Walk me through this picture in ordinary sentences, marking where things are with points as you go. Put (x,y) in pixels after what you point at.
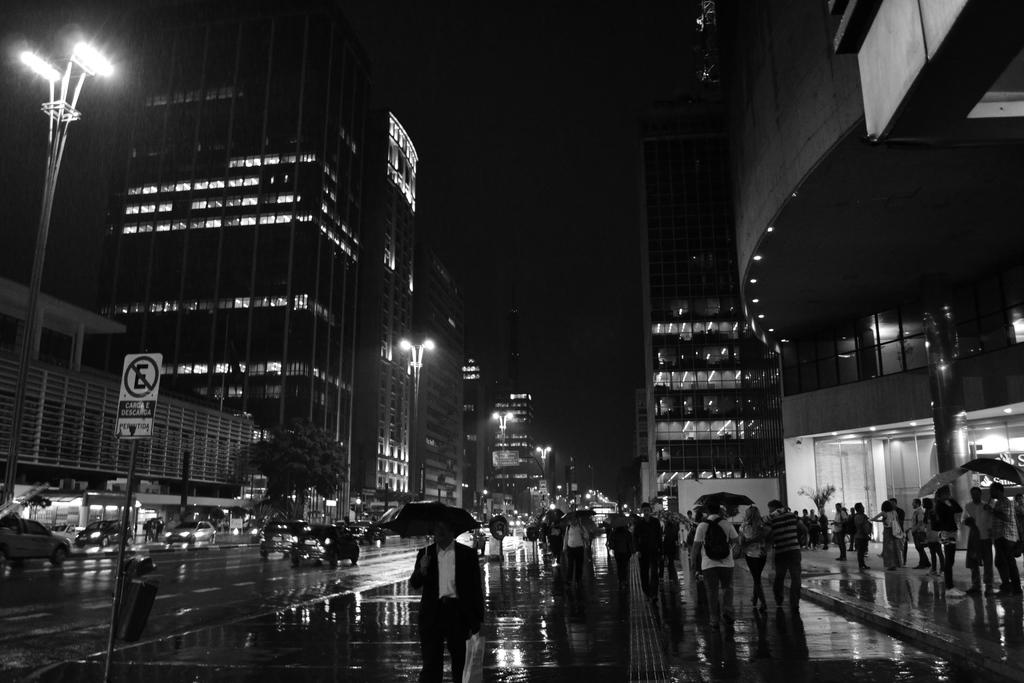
In the picture I can see people (637,549) walking on the ground (535,584), among them some are holding umbrellas (617,519) in hands (639,554). In the background (597,437) I can see buildings (394,493), the sky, street lights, a sign board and some other objects (180,536). This picture is black and white in color.
